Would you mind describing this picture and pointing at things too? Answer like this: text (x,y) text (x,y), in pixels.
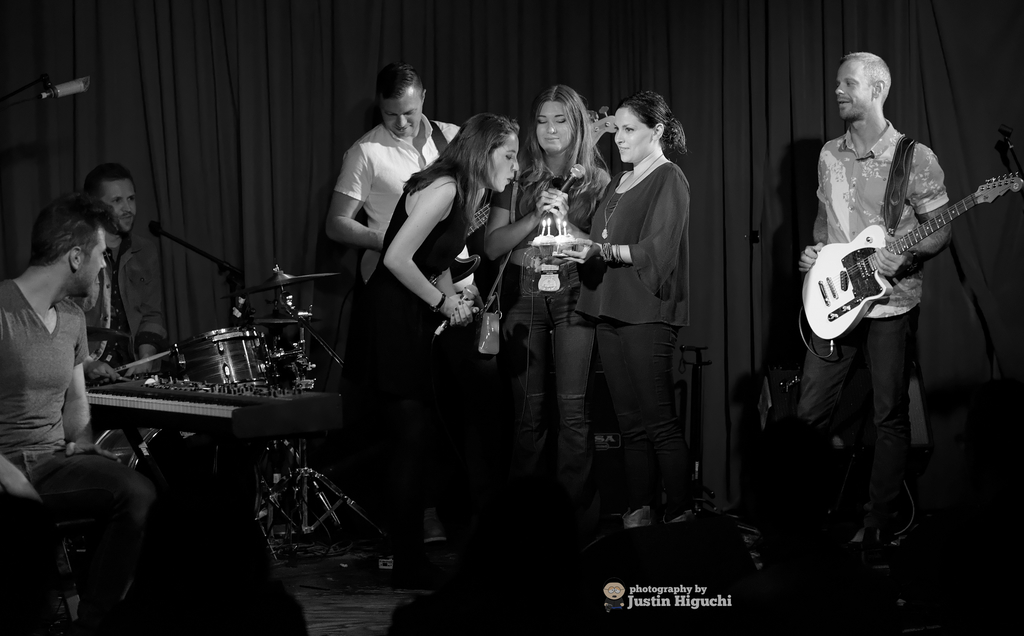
A black and white picture. This persons (467,381) are standing. This man (890,332) is holding a guitar (838,281). This woman (637,281) is holding a cake (555,239) with candles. This woman (444,195) is blowing the candles (564,230). This woman (560,215) is holding a mic (564,189). This persons (129,296) are sitting on a chair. This person (131,275) is playing a musical instruments (198,362).
